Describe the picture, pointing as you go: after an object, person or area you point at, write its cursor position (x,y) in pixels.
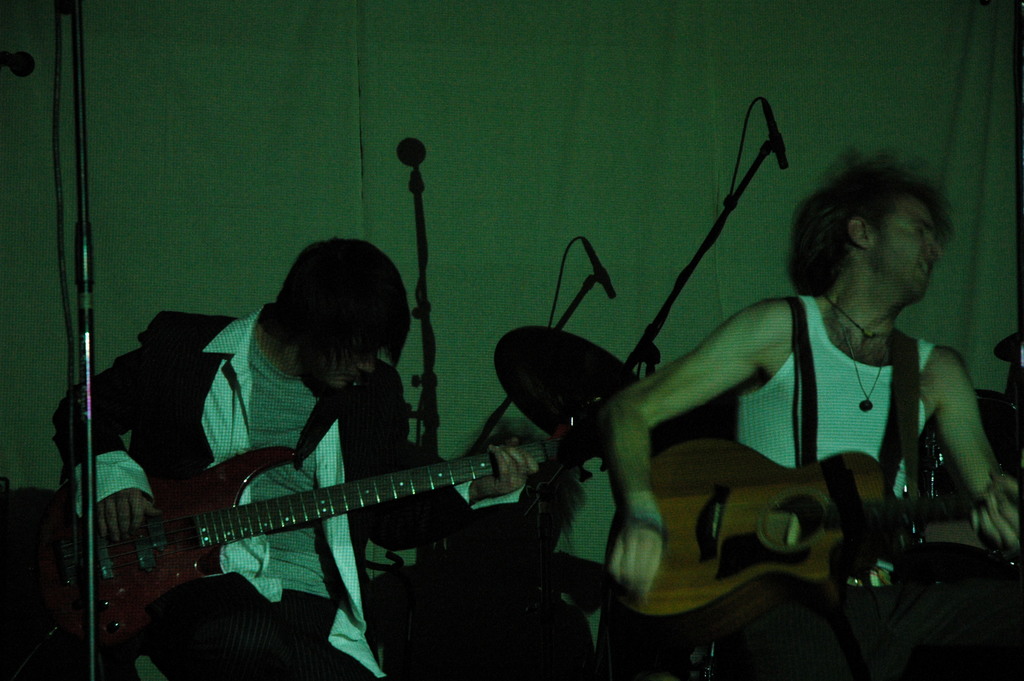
In the image there are two men (794,413) playing guitar (765,545). In front of them there is pole (90,409) and in the background of them there is mic stands (780,155) and drum kit (589,349).
